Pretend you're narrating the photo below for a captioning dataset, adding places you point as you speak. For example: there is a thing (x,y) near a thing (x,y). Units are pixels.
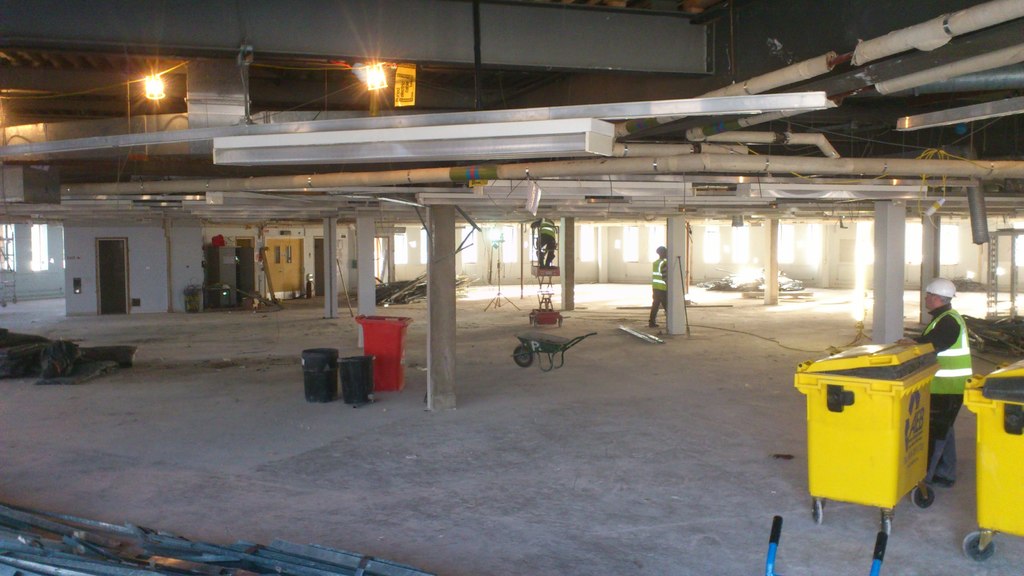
In this picture we can see a building (630,433) and there are three persons (932,410). Here we can see bins (387,377), cart (572,339), lights (372,78), pillars (332,278), and a door (284,254).
